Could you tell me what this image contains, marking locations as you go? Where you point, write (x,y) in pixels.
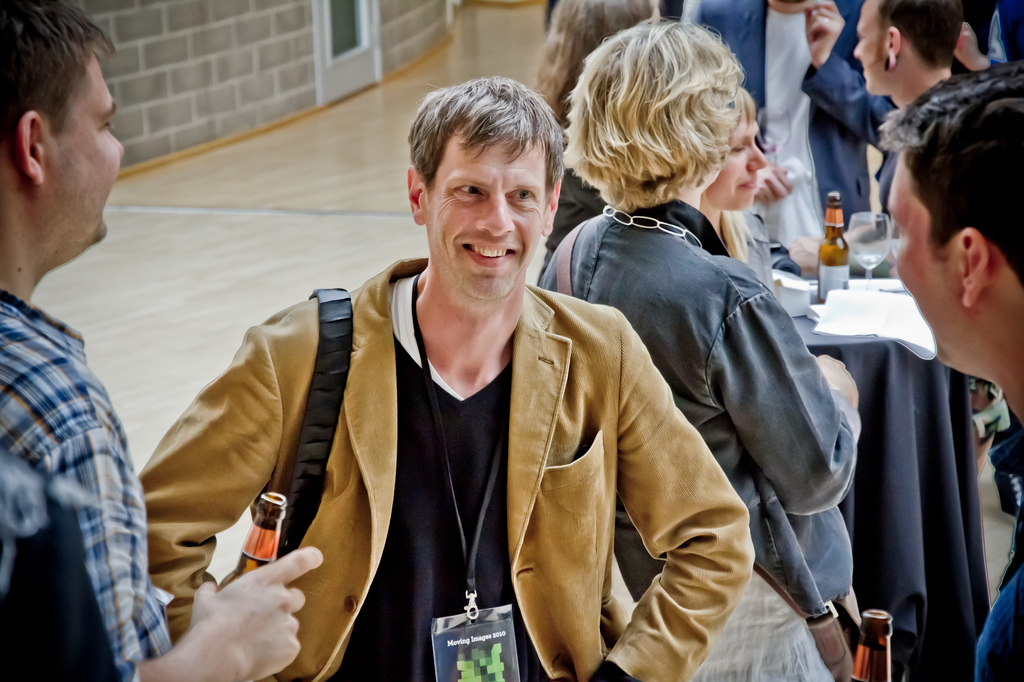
In this image we can see people (561,358) standing. There is a table (836,302) on which there is a bottle (834,255), glass (873,221), papers (878,300). In the background of the image (326,90) there is wall (306,81) and floor (324,125).
